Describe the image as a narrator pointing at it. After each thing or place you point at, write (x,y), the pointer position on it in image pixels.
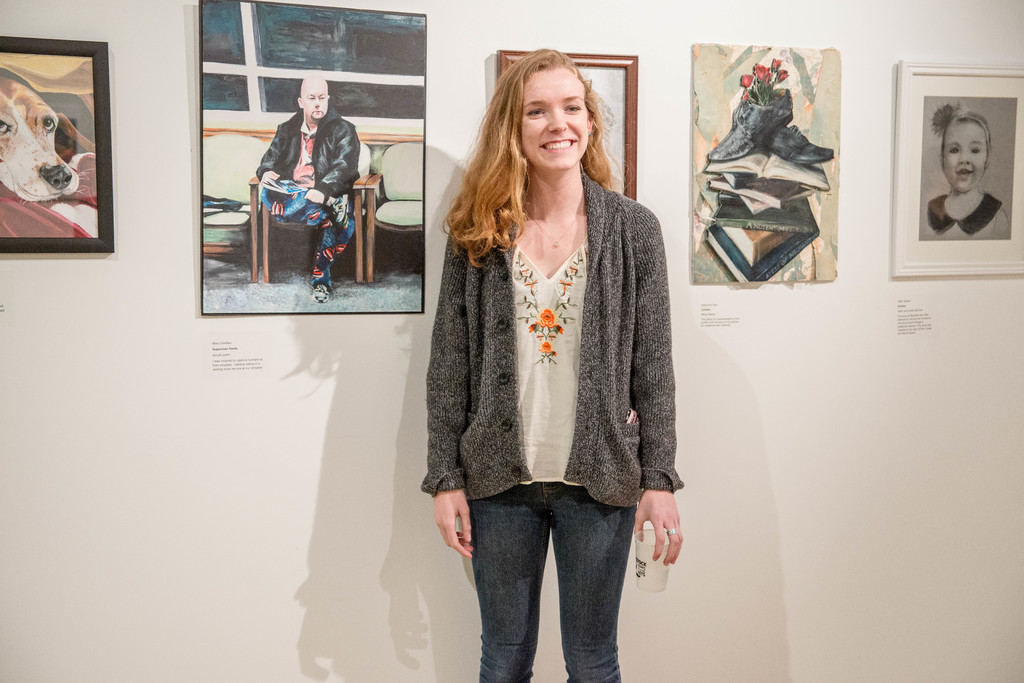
In this picture I can observe a woman (493,405) standing wearing grey color jacket (464,335). This woman (466,342) is smiling. She is holding a glass (645,538) in her hand (670,546). Behind her there are some photo frames (390,158) fixed to the wall (187,183).
